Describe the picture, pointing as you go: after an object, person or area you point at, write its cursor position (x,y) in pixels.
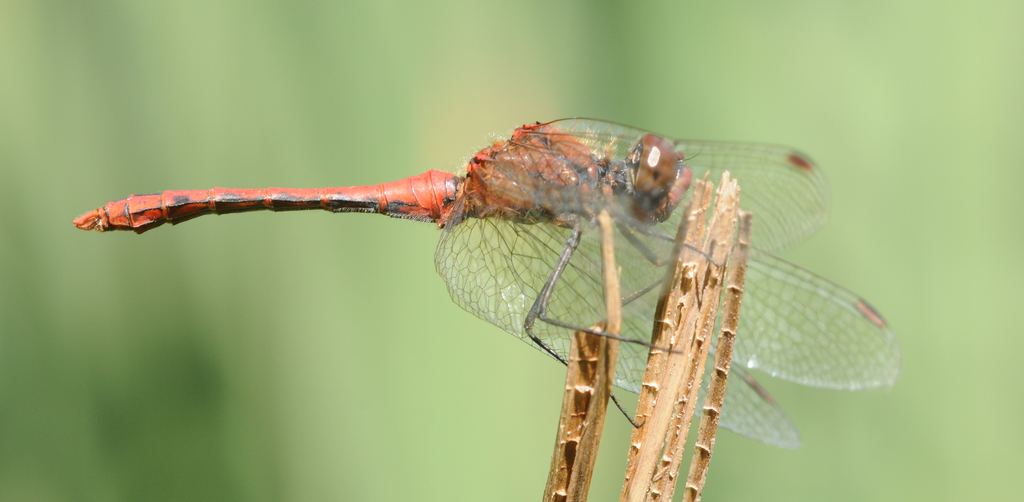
In the center of the image (577,247) we can see one dragon fly (642,285) on the thin sticks (663,361).
